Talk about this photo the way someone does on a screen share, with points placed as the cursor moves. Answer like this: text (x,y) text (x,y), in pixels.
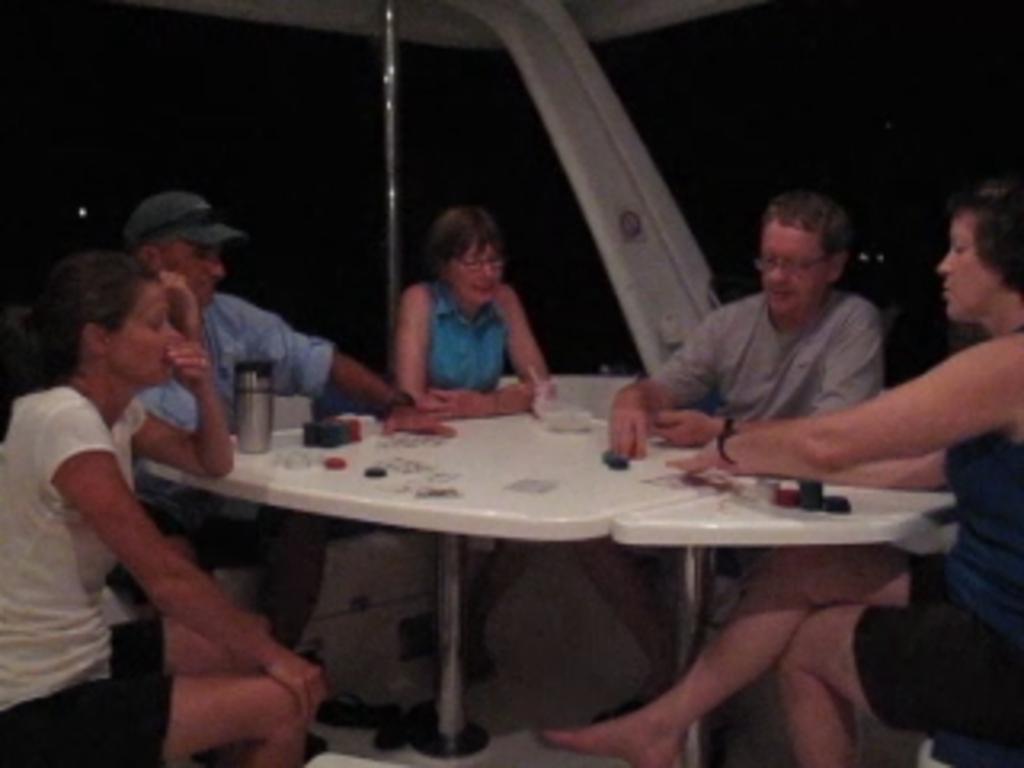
There are five people (160,334) sitting in a round table (930,511) and there are pack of cards (434,474) on top of the table (449,462). The picture is clicked inside a boat (525,446).
